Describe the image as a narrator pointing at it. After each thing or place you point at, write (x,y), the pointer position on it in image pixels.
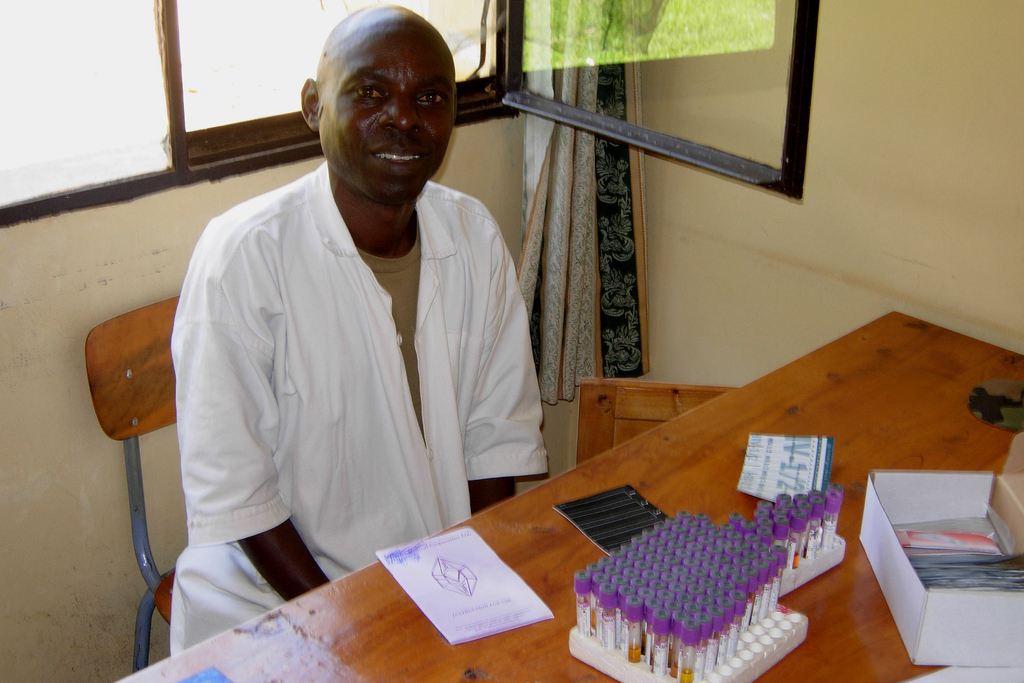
In this image we can see a man (511,321) sitting on a chair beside a table (586,482) containing some papers (756,488), a book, tubes (769,573) in a stand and a cardboard box (897,588) which are placed on it. We can also see a window (159,140), wall (792,291) and a curtain (616,282).
